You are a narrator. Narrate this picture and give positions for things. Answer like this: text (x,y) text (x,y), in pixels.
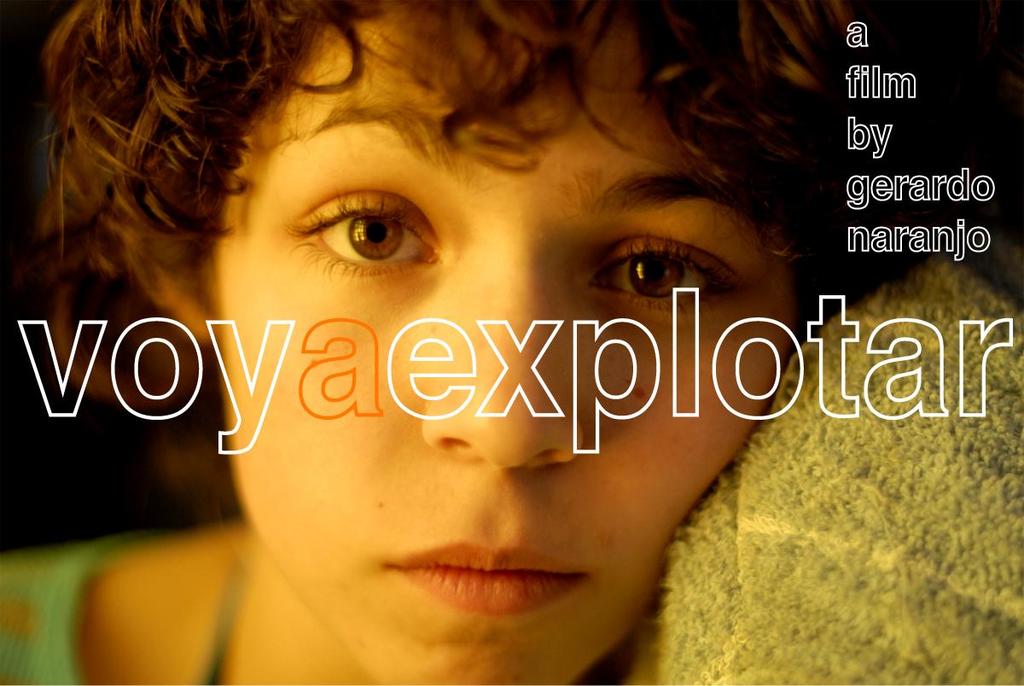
This is a cover photo. We see a woman (348,366) and we see text (634,416) on the top right (850,217) and middle of the picture (434,329).
